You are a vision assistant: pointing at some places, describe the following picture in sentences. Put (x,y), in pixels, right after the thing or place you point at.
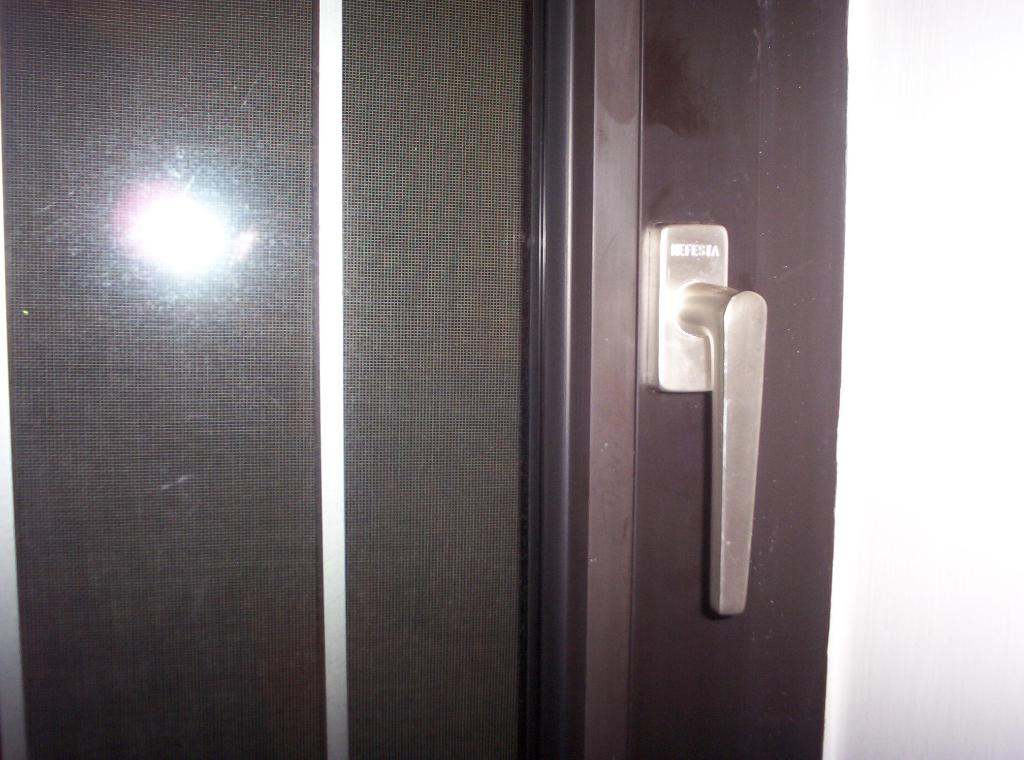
In this image I can see a door handle (702,267), which is attached to the wooden door (687,110). This looks like a reflection (190,229) of the light (225,206).
